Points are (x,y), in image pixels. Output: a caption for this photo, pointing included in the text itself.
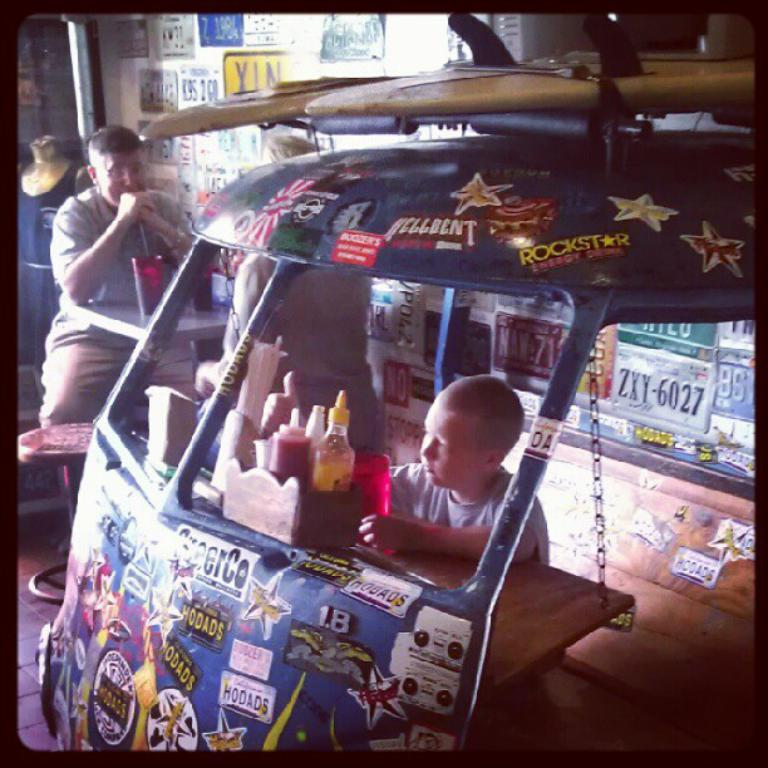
In this image, we can see an object (130,387). Here we can see few people (367,427), bottles (341,484), chain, some objects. Background we can see number plates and mannequin (55,185). The borders of the image, we can see black color. Here there is a table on the floor (38,617).
